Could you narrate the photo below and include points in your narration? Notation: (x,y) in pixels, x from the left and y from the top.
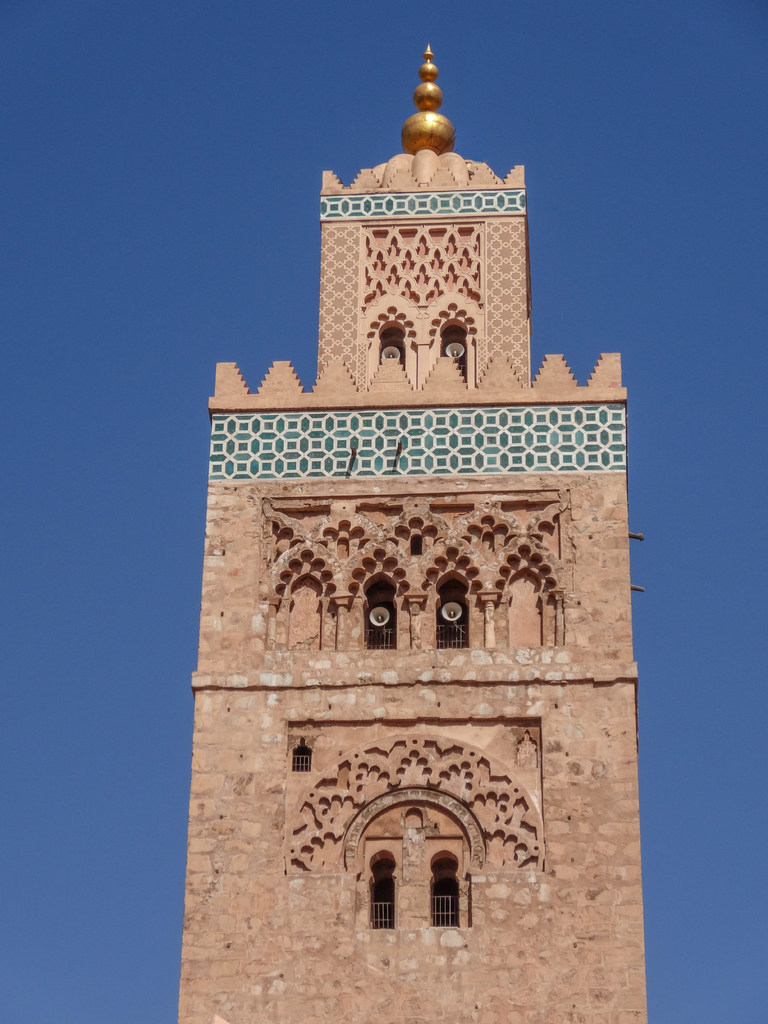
In this image I see a monument (396,514) which is of brown, white and green in color and I see a golden color thing (434,115) over here. In the background (152,489) I see the blue sky (37,977).
